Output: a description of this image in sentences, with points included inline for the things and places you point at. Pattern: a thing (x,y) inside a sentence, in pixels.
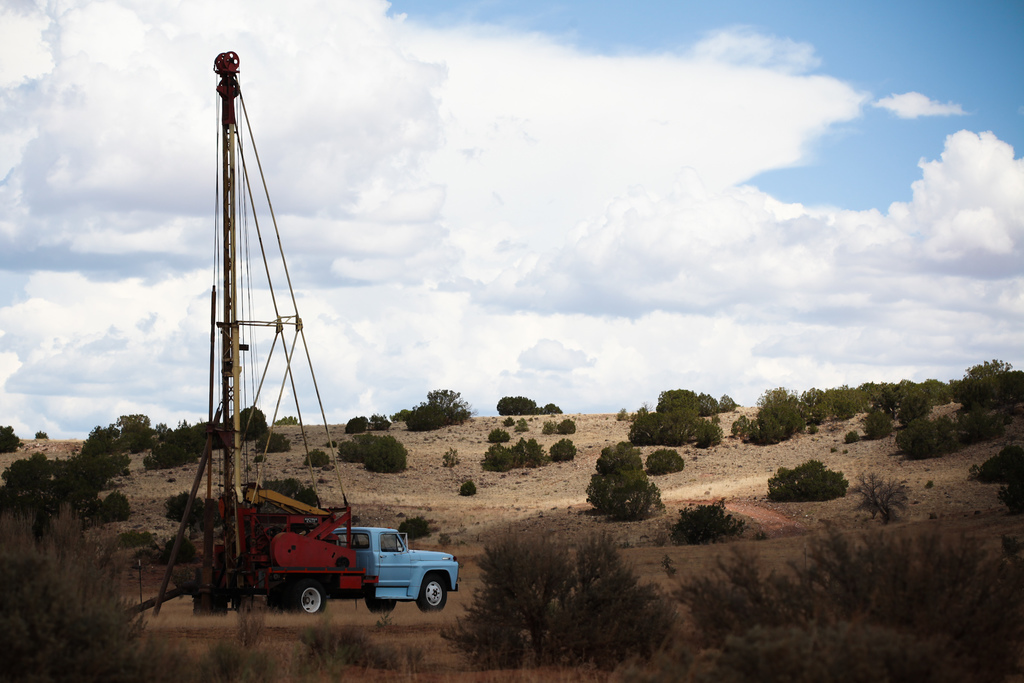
In this image there is a vehicle (310,558) and some poles (239,407), at the bottom (701,515) there is sand (896,480) and some plants (28,535). And at the top (334,179) there is sky (632,101).
